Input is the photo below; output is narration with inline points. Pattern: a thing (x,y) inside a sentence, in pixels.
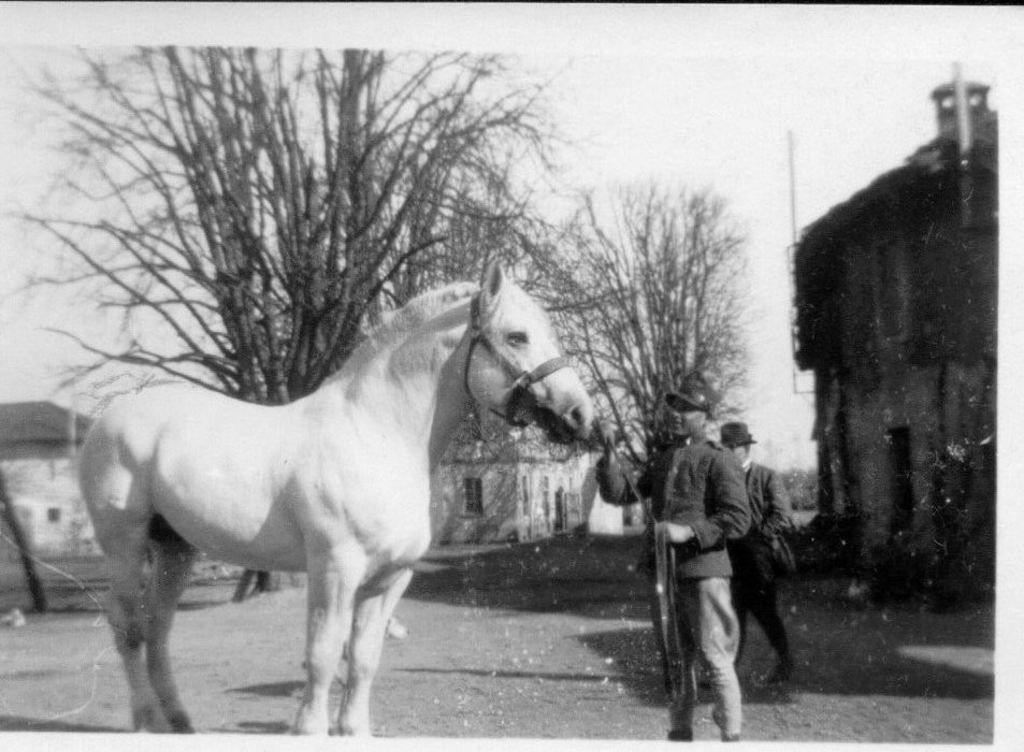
In this picture we can see a horse (496,276). A man (695,532) holding the horse (559,402) with the leash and a person (748,532) walking behind. There is a building (852,294), there some trees (515,242) and the sky (716,110).
